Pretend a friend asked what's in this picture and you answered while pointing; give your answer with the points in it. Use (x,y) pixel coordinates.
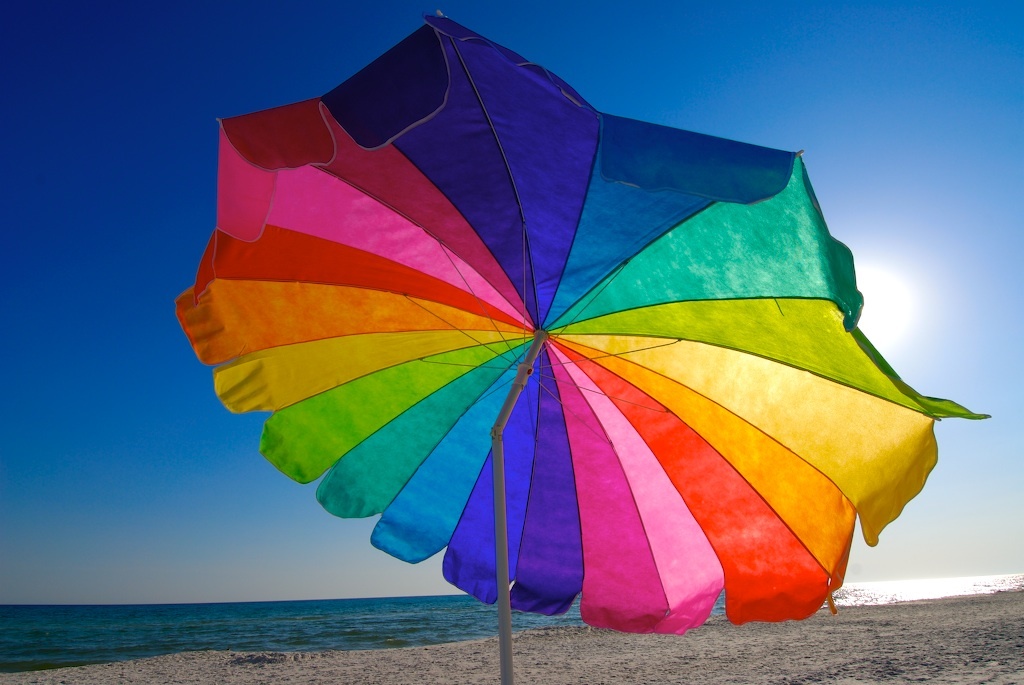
In this image I can see an umbrella (719,336) in front (312,125) which is colorful and in the middle of this picture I see the sand (683,659) and the water (224,641). In the background (123,573) I see the sky (106,41) and the sun (875,279).
